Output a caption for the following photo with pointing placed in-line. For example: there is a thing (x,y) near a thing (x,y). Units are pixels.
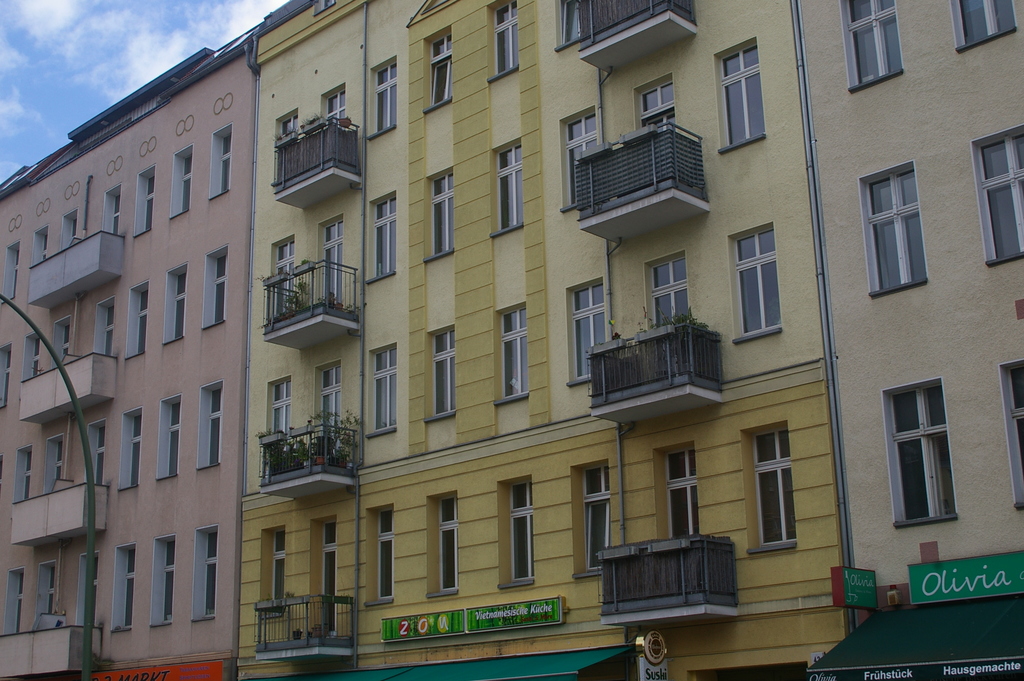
In this image we can see there are some buildings (794,467) and some plant pots (295,440) on the balcony (303,451) of a building (361,283). In the background (71,41) there is a sky (190,51).
